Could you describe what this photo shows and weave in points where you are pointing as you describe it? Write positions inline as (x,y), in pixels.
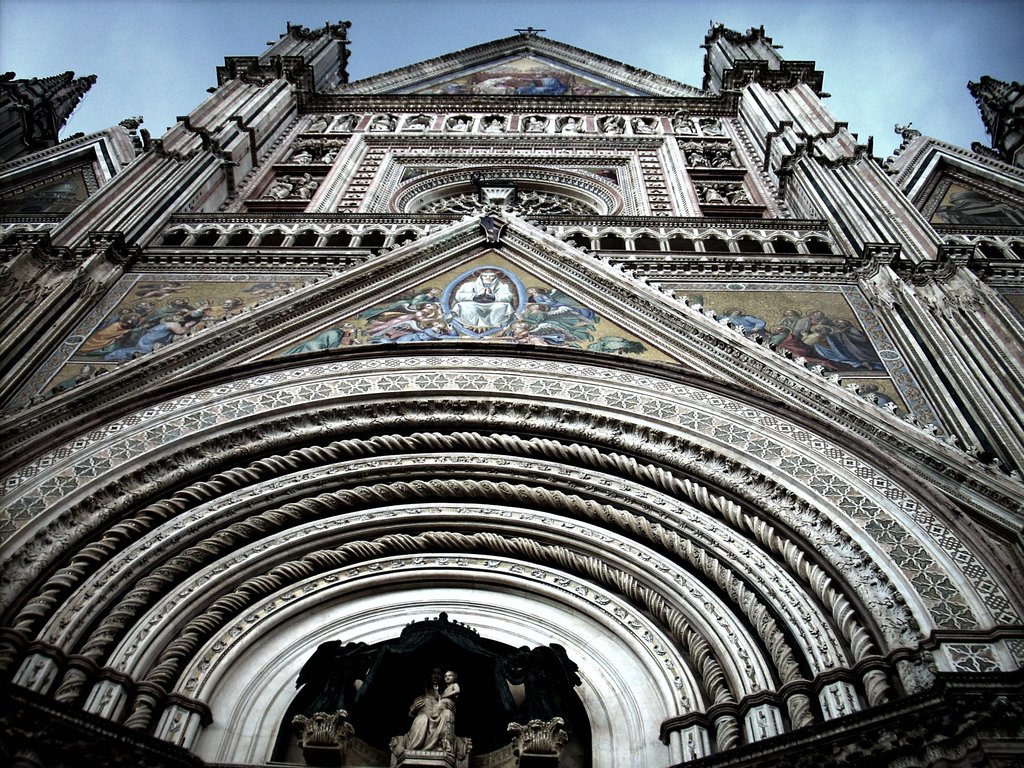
In this picture we can observe a building (548,538). There are some statues (437,720), paintings (437,326) on the wall (566,311) and some carvings (315,193). In the background (118,46) there is a sky (484,21).
